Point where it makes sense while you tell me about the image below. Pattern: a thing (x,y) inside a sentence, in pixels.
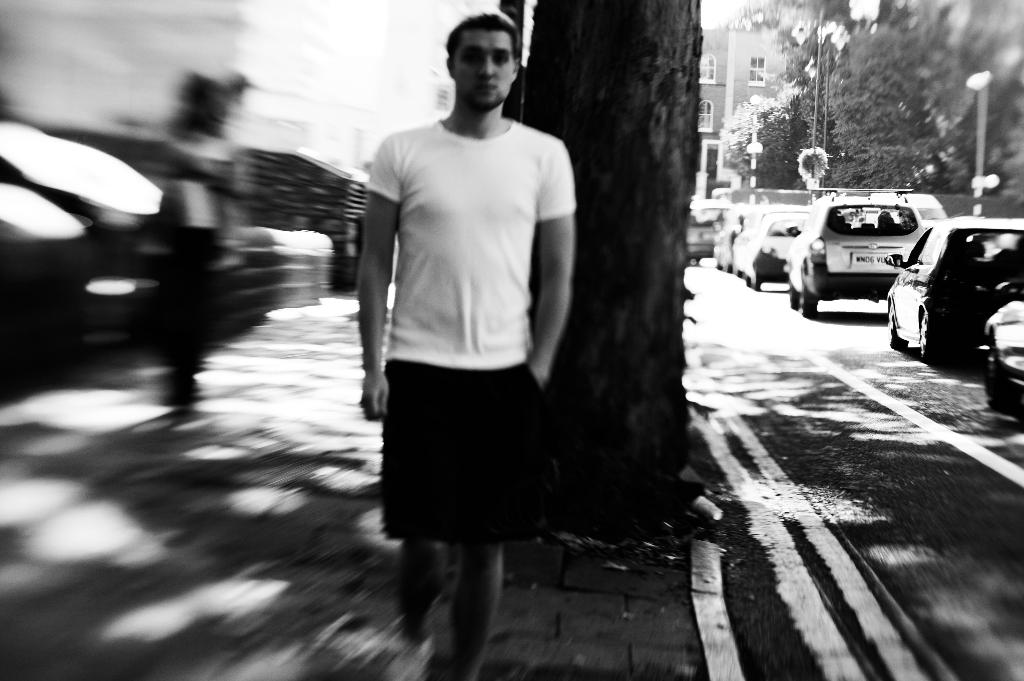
In this picture we can see a man (505,299) in the front (510,286), on the right side (890,278) there are some cars (929,278), trees (843,100), a building (742,39) and a pole (818,72), there is a blurry background (218,57), it is a black and white image.
